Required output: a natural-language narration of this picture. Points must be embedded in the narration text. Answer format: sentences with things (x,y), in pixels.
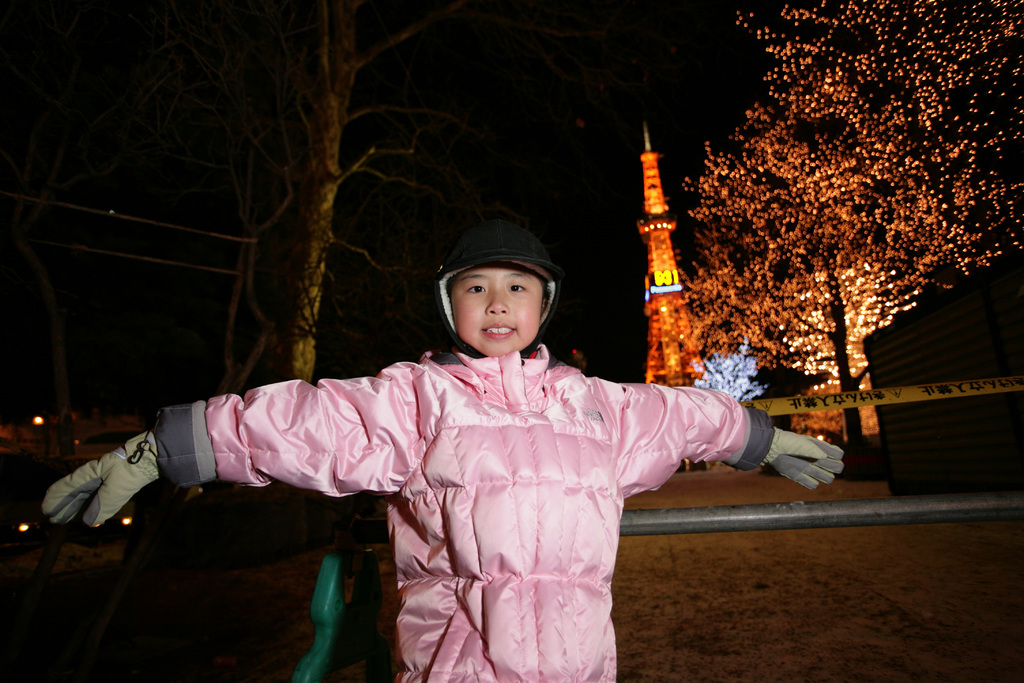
In this image I can see a person (540,449) wearing pink colored jacket (540,464) and black colored hat (509,246) is standing. In the background (238,298) I can see few trees (156,10), few lights (751,235) to the tree (843,174), a tower (670,296) which is orange in color and the dark sky (556,163).
